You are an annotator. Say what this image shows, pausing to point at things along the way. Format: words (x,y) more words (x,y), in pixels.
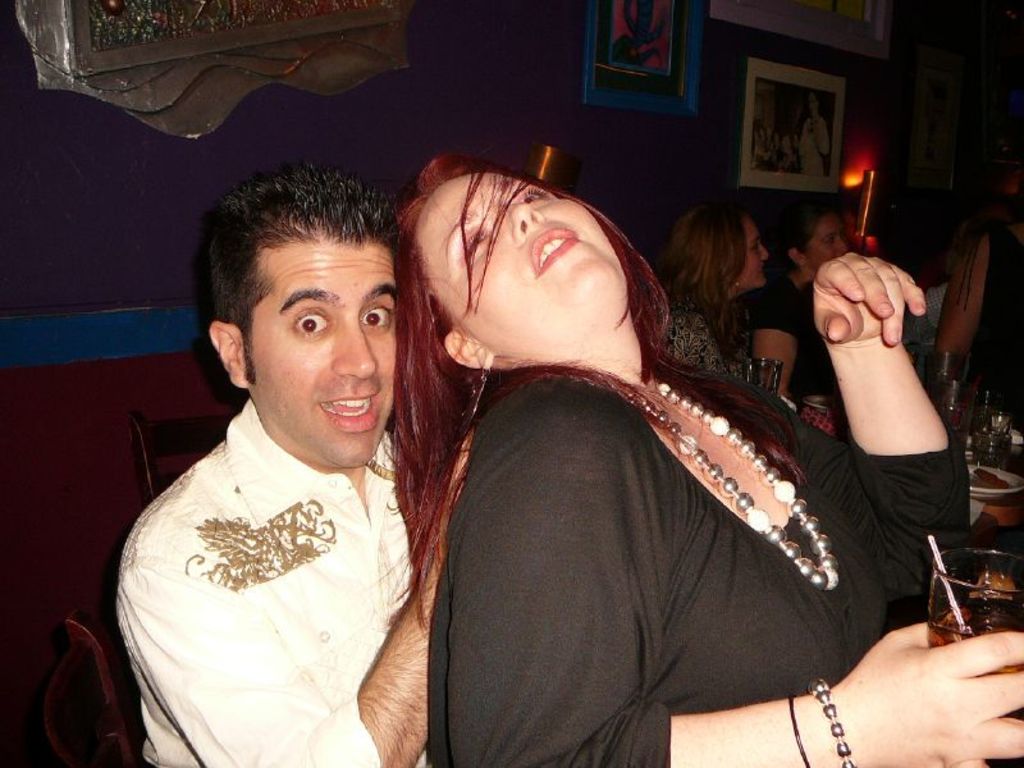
In this image, we can see few people (527,595). Here a woman (719,475) is holding a glass (945,619) with liquid (984,611). Background (479,89) there is a wall (535,91), few photo frames (743,11), lights (869,197). Right side of the image (968,459), we can see some objects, glasses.
